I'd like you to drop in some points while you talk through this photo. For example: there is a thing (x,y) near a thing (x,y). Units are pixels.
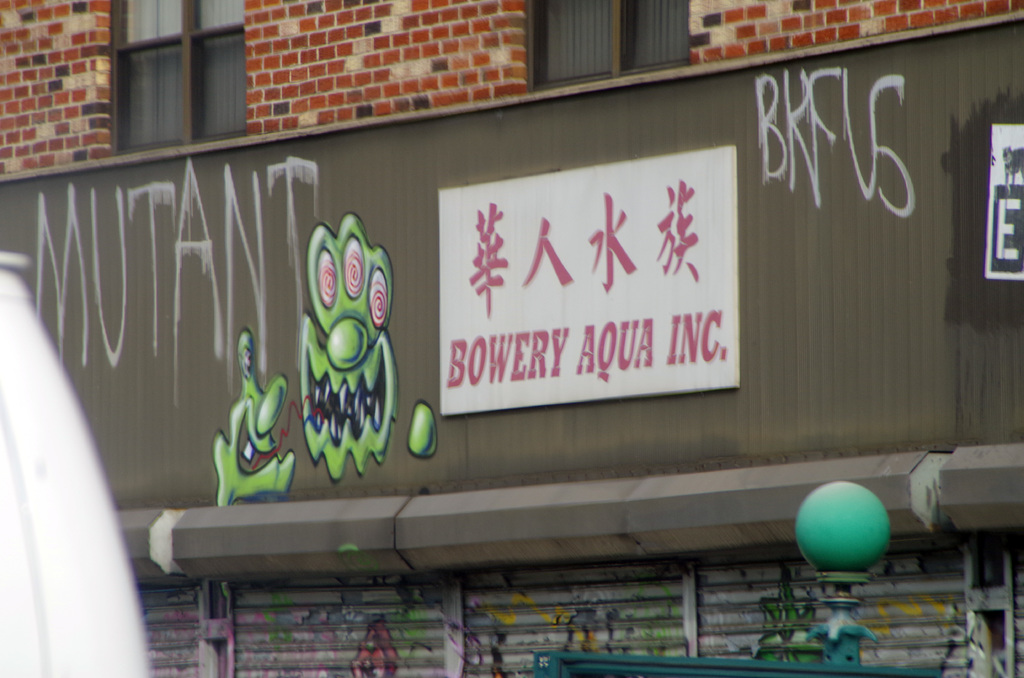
In this picture we can see a wall (332,41) and two windows (565,35), there is a board (646,173) in the middle (625,270), we can see some text (607,254) on the board (573,305), at the bottom (544,644) we can see shutter (658,603).
